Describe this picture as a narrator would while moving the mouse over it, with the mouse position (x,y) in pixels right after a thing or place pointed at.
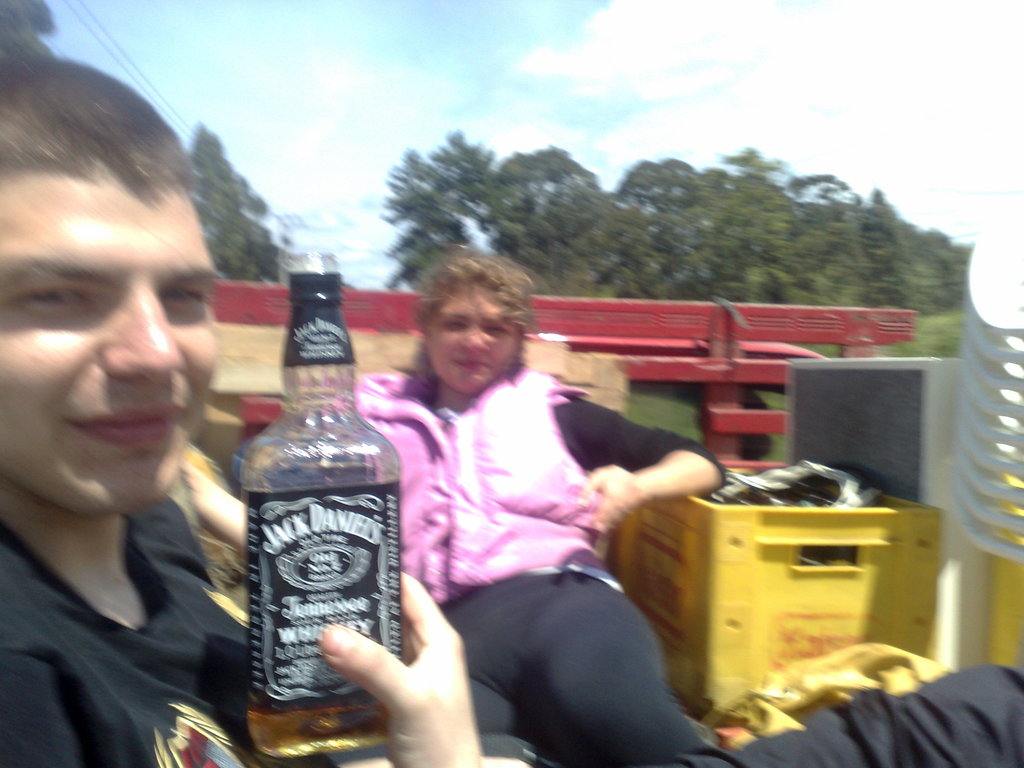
In this image on the left side (130,440) there are two persons (471,458) who are sitting on the left side (114,388) there is one person (140,536) who is sitting and he is wearing a black shirt (124,637) and he is holding a bottle (295,447) on the top (275,58) there is sky (277,46) and trees (786,219) are there on the right side (863,596) there is one box (764,606) and some chairs (989,469) are there.
